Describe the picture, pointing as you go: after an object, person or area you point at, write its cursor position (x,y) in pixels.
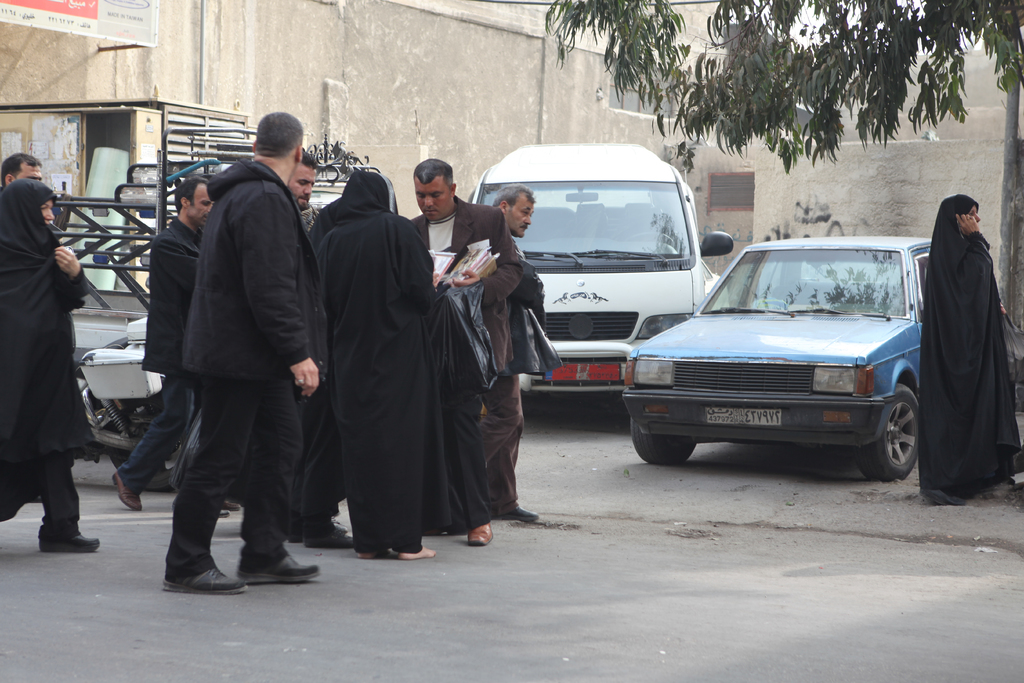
In this image I can see the group of people (338,369) with black, ash and brown color dresses (369,375). I can see two people (501,258) are holding the some objects (483,263). There are some vehicles (607,246) to the side. In the background (570,78) I can see the wall (570,78).
